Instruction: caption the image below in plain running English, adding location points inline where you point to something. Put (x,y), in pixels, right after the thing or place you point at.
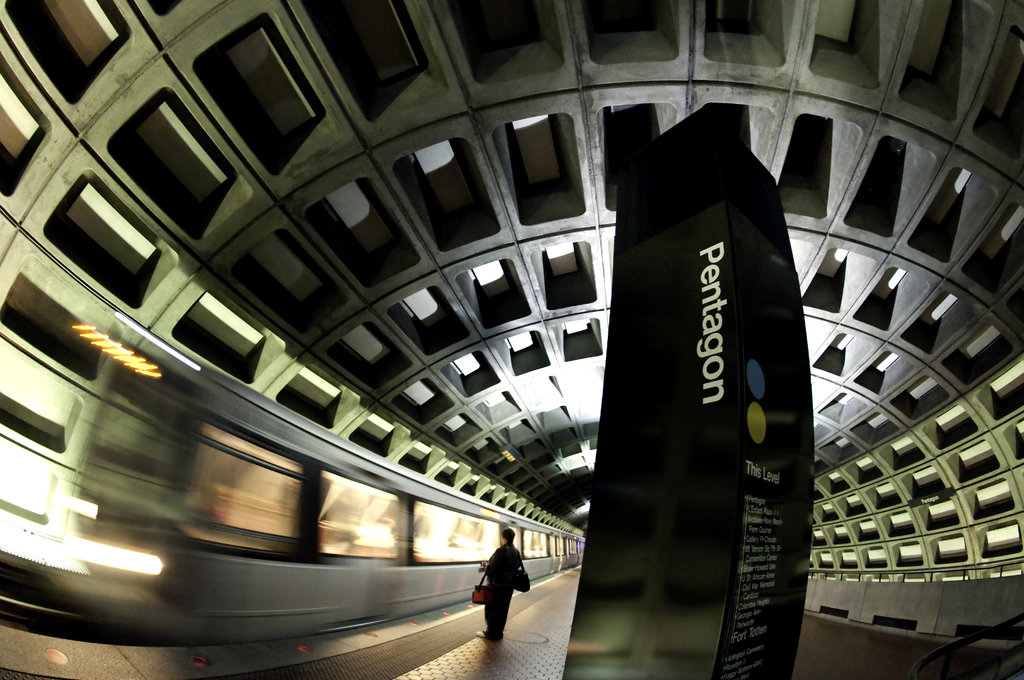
In the middle of the picture (637,329), we see a board (670,476) or a pillar (668,494) in black color with some text (728,663) written on it. Beside that, we see a man (506,572) who is wearing the bags (478,599) are standing. In front of him, we see the train (395,529). At the top (265,216), we see the ceiling (564,313).
